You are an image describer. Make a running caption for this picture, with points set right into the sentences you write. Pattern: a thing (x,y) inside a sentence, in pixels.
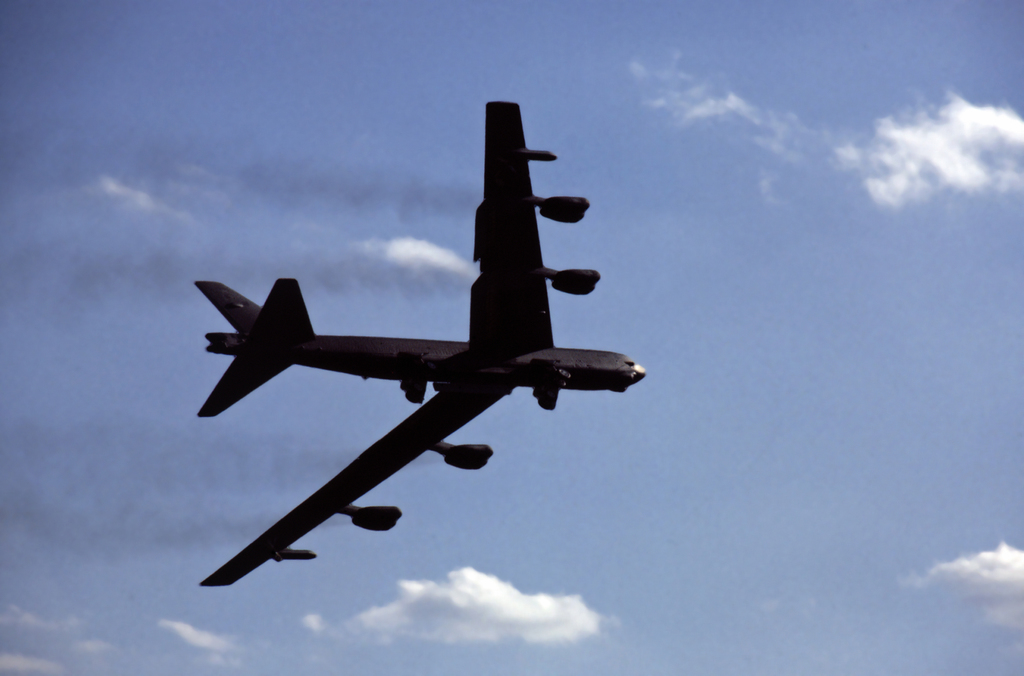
There is an aeroplane (449,384) in the sky (653,474). There are some cloud patches (584,614) on the sky (251,145).
